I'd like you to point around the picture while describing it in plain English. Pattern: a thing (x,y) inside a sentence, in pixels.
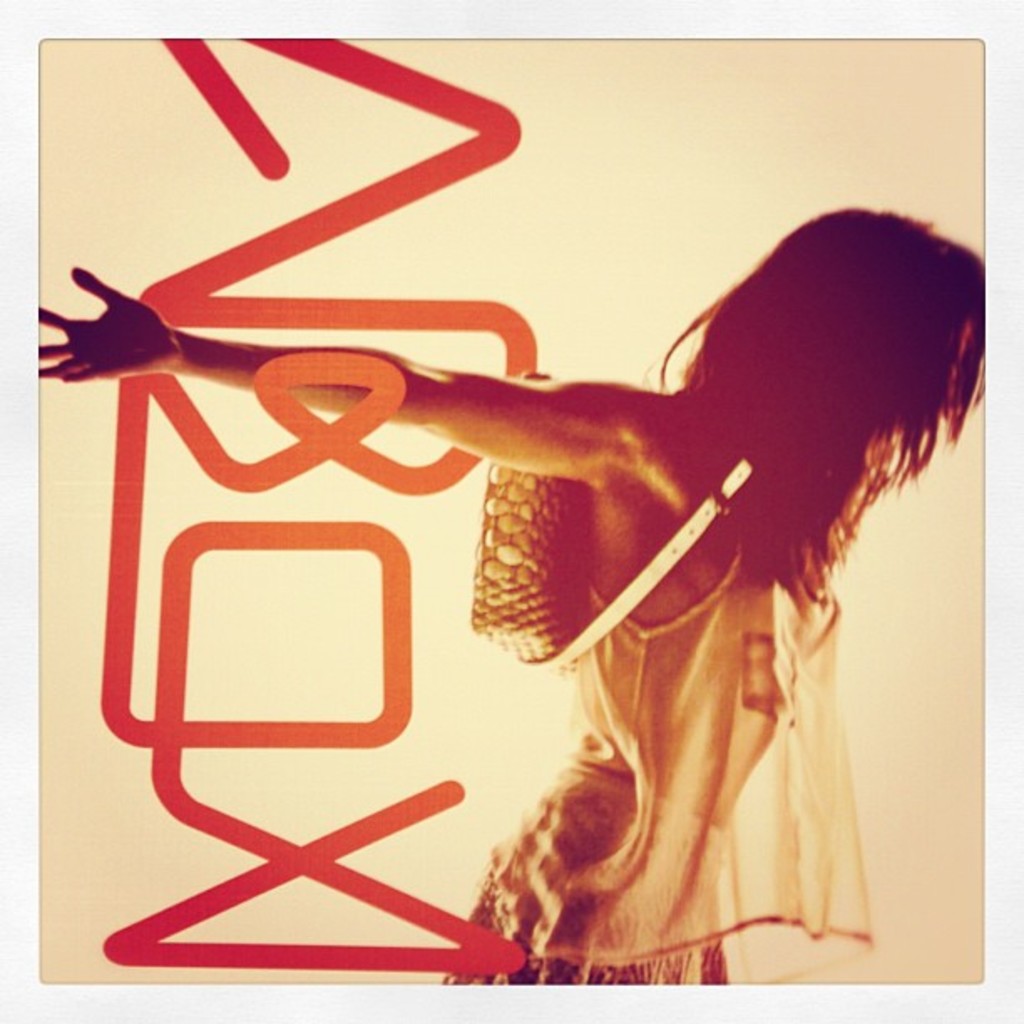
In this picture we can see a person (511,902) on the right side (841,333). Background (384,760) is white in color.
